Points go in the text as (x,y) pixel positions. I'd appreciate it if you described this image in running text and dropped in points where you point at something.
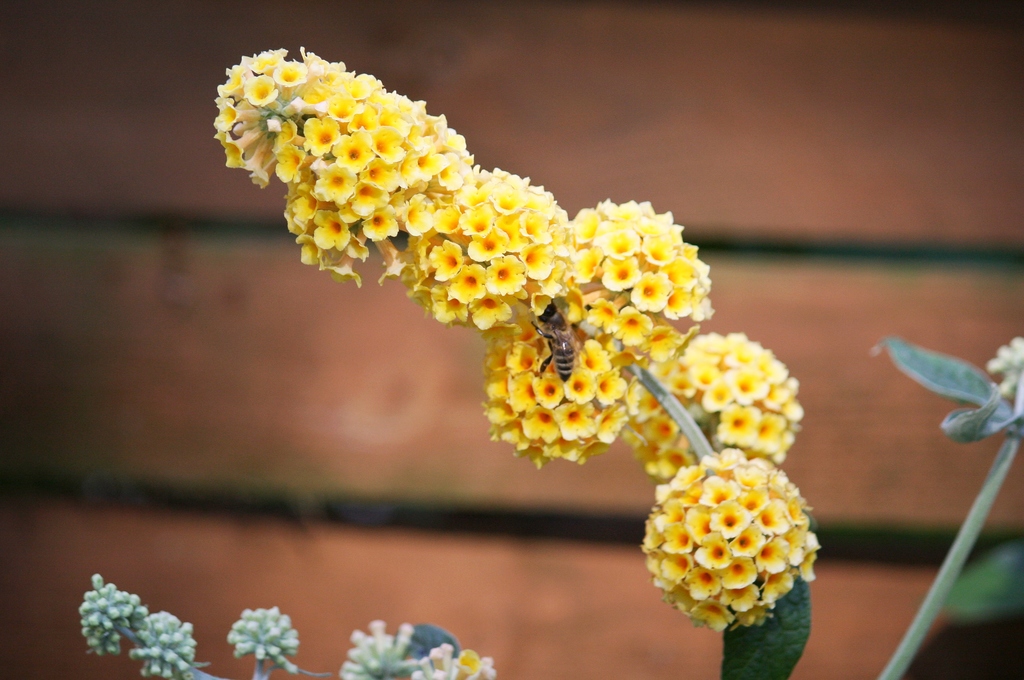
In the image there is a stem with flowers (534,319) and there is a honey bee (552,340) on it. And also there are stems (918,636) and buds (133,619). And there is a blur background (315,609) with a wall (870,252).
